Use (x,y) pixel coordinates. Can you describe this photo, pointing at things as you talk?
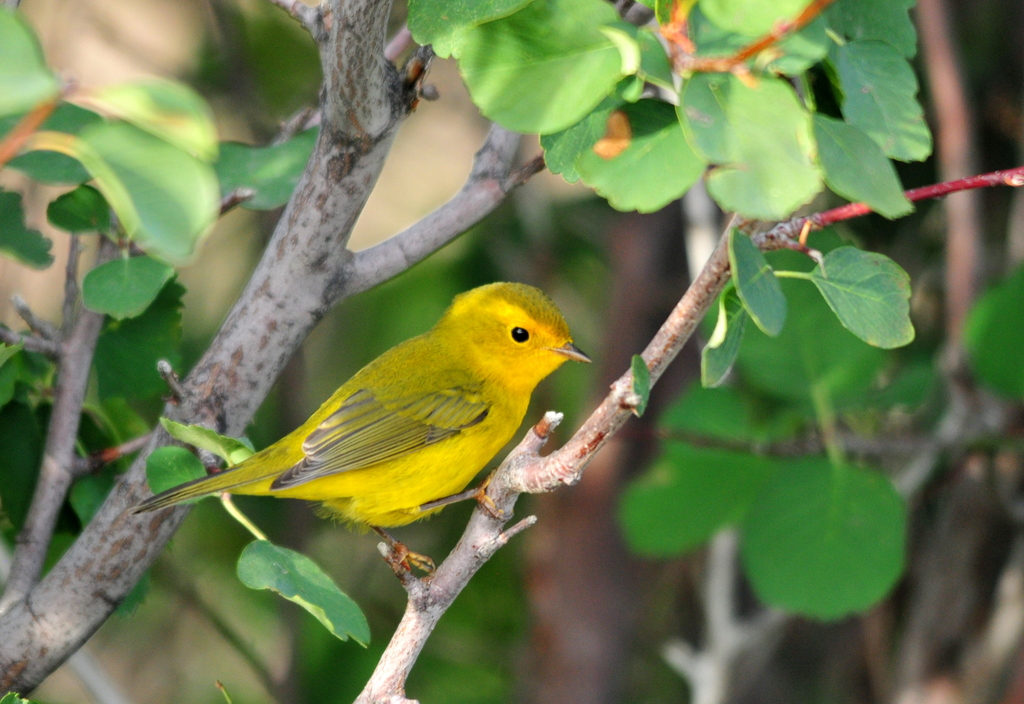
In this image, we can see a bird (447,405) in the tree (202,436). In the background (672,507), image is blurred.
